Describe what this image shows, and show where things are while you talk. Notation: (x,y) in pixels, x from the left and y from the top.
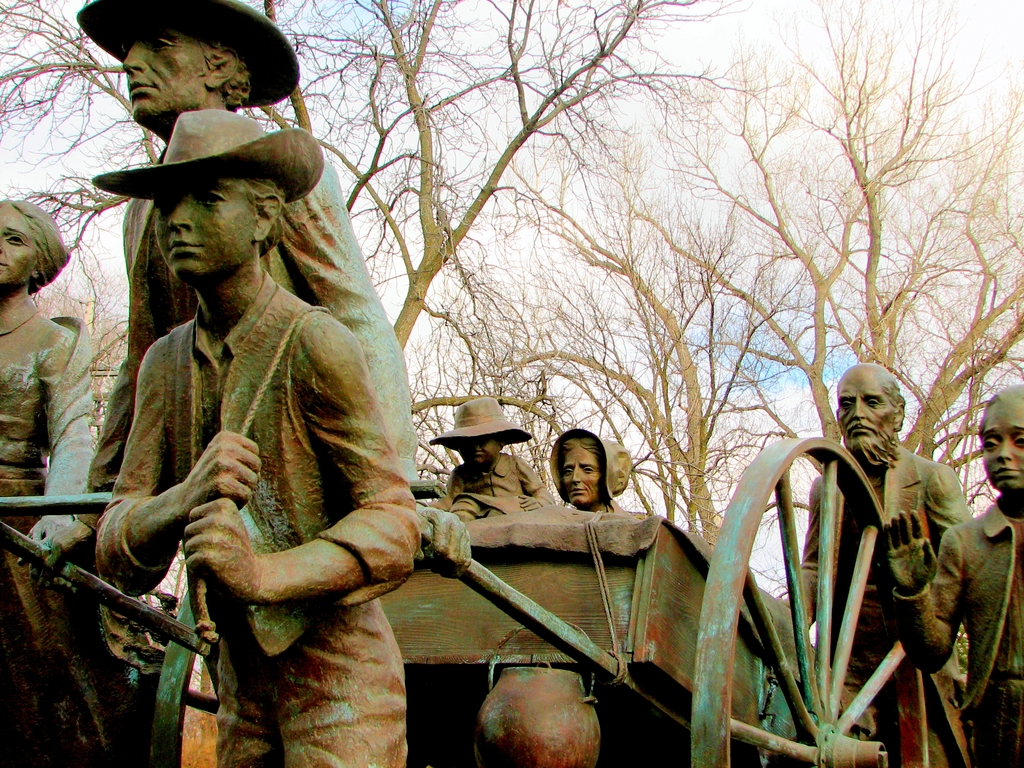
In this image, we can see some statues (387,449). There is a moving cart (706,621) at the bottom of the image (556,651). In the background (643,261), we can see some trees (617,182).
